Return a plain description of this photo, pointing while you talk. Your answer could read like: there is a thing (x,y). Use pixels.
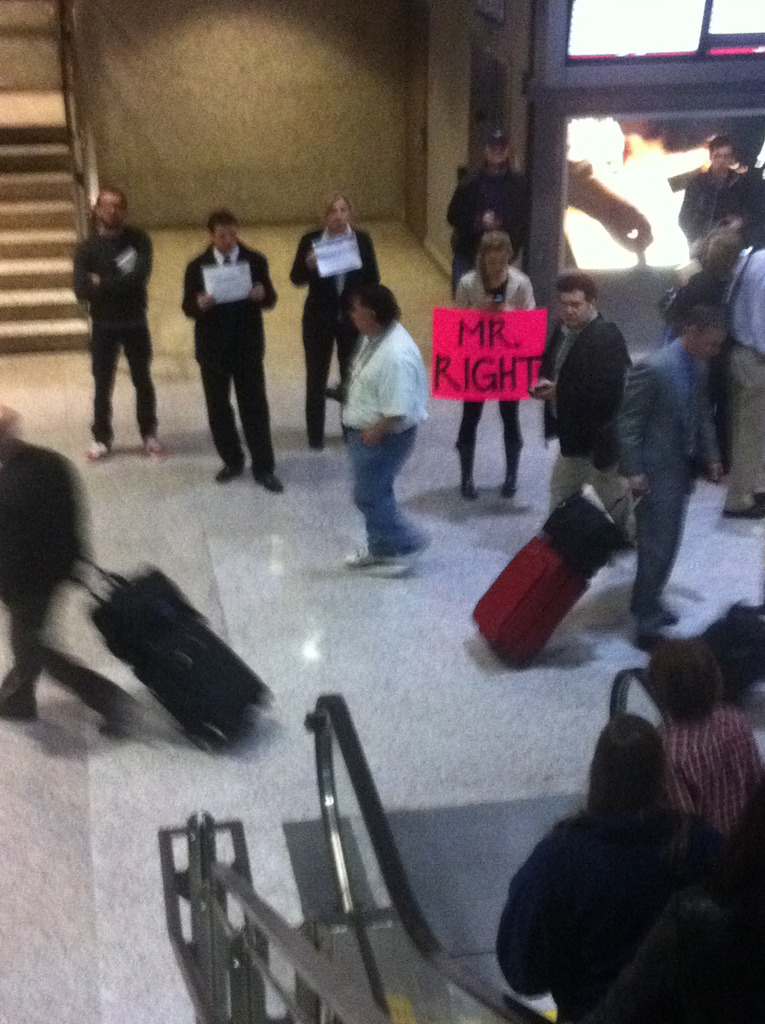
In this picture there are three persons (510,278) standing and holding the placards (463,345) and there is a text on it. There are two persons (4,692) holding the bag (238,683) and walking and there are group of people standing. At the back (69,188) there is a staircase (29,307). In the foreground (334,871) there is an escalator (472,995) and at the back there are screens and there is a door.
